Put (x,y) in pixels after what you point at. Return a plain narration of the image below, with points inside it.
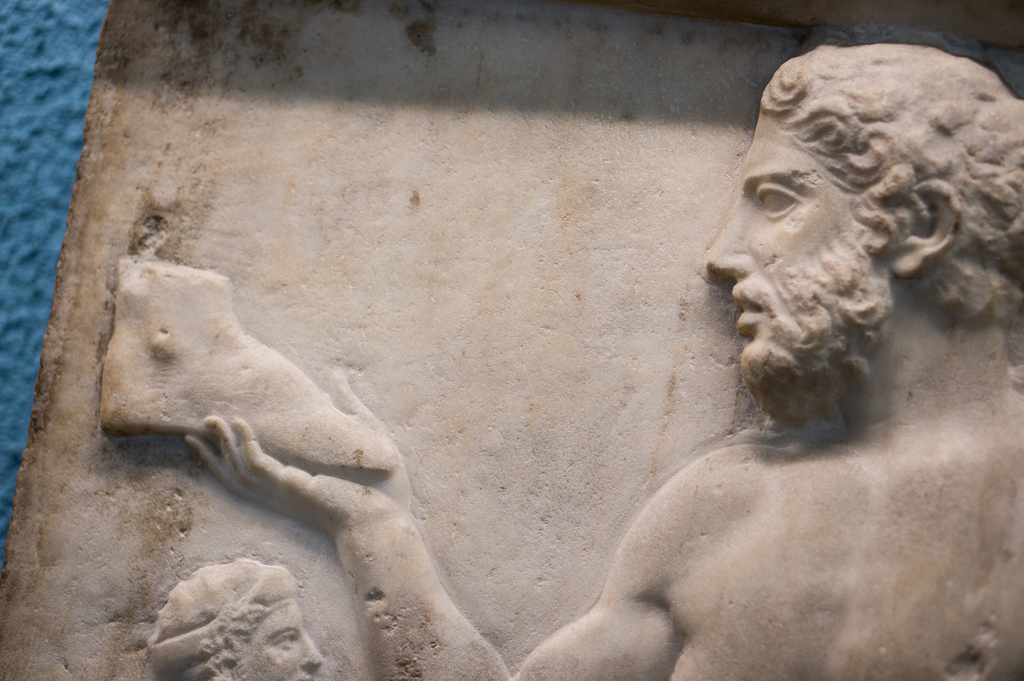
In this image, I can see the sculptures (651,572) on a stone (264,184).
